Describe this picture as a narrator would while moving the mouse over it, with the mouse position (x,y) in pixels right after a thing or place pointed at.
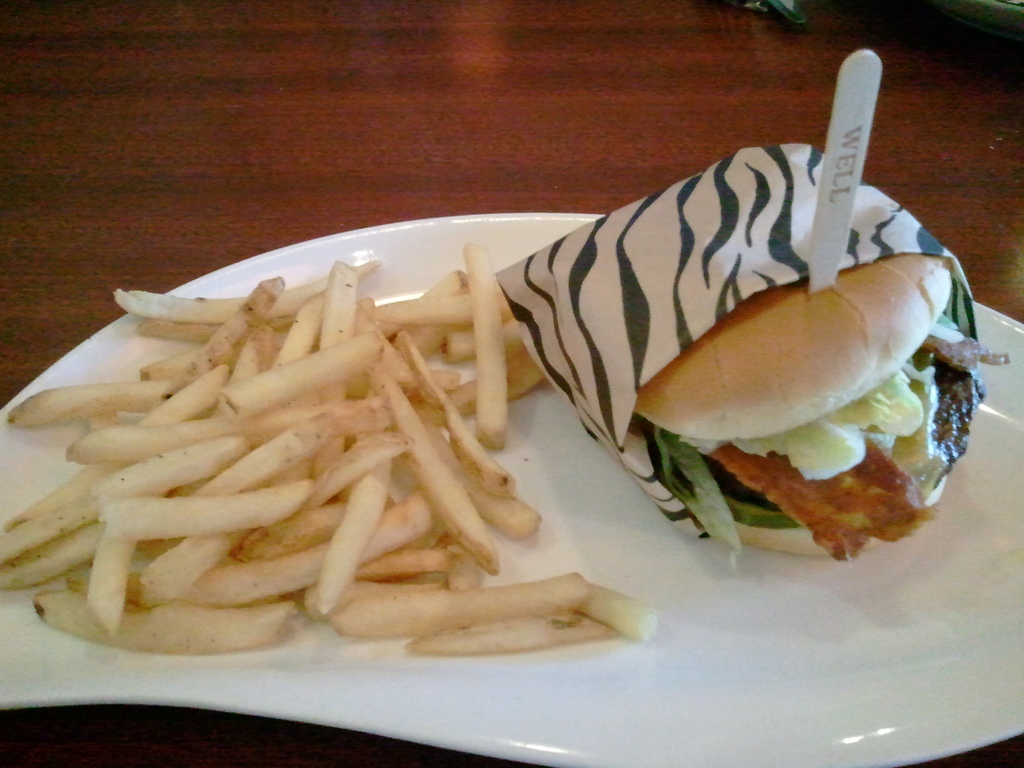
In this picture we can see a table (376,183). On the table (626,181) we can see a plate (557,430) which contains food items (451,484) with a stick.
